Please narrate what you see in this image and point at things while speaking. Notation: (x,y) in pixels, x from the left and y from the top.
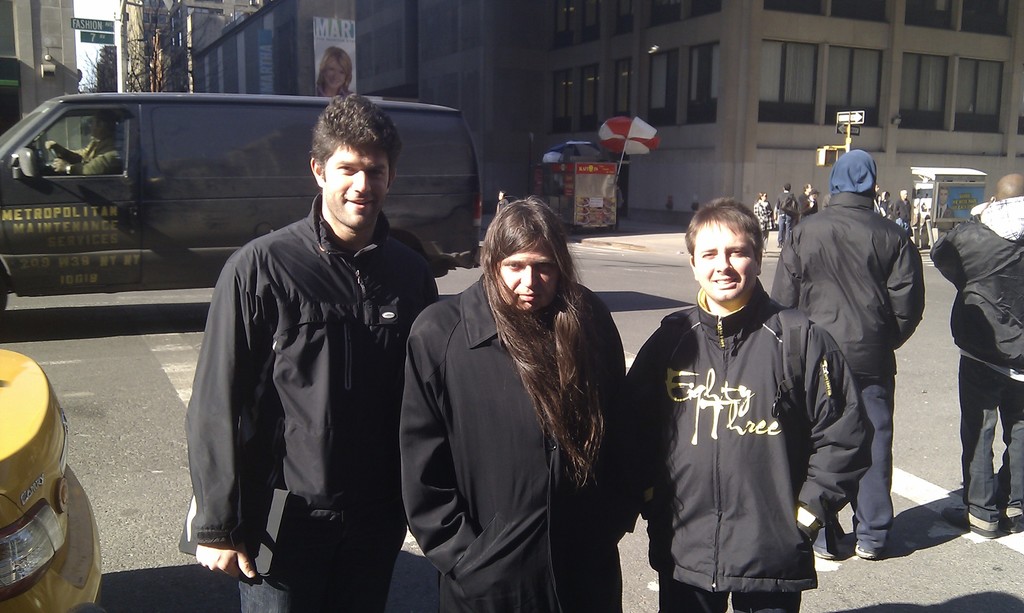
In this image, I can see few people (467,353) standing. This looks like a van (158,221). Here is a person (76,168) sitting in the van (267,147). These are the buildings (573,62) with the windows (798,84). I think this is an umbrella (612,134). This looks like a hoarding (334,51). I can see a group of people (797,202) standing. These are the boards (851,128) attached to a pole (847,133). On the left side of the image (35,508), I think this is a car (52,521).
